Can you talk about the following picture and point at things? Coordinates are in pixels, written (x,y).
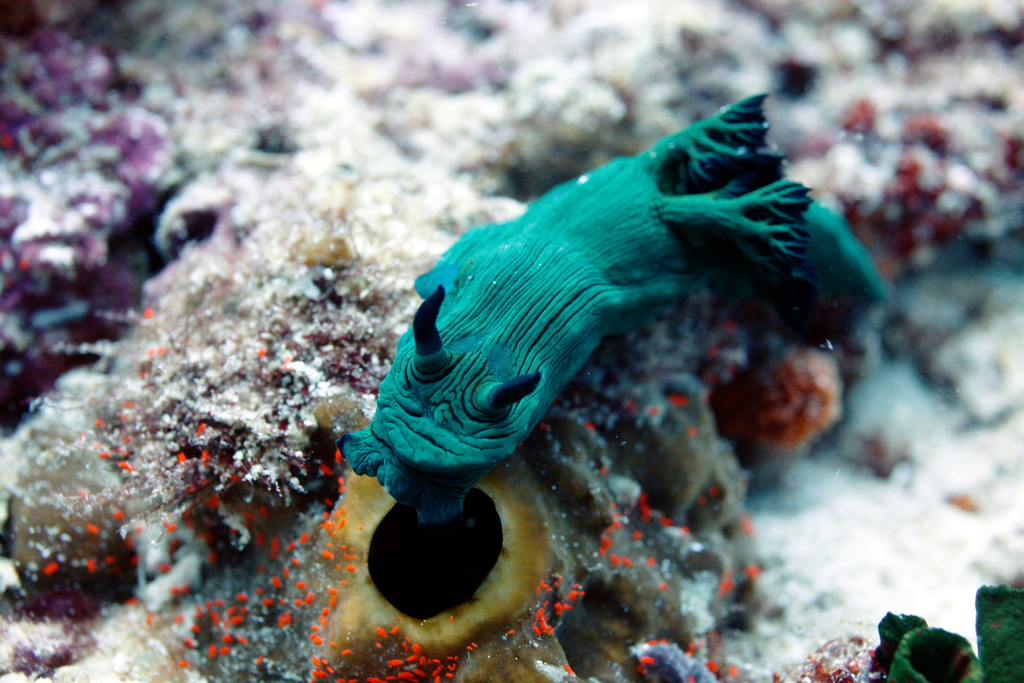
The image is taken in the aquarium (535,444). In the center of the image (449,448) we can see a sea slug (543,325). At the bottom (358,489) there are water plants (1004,640).
